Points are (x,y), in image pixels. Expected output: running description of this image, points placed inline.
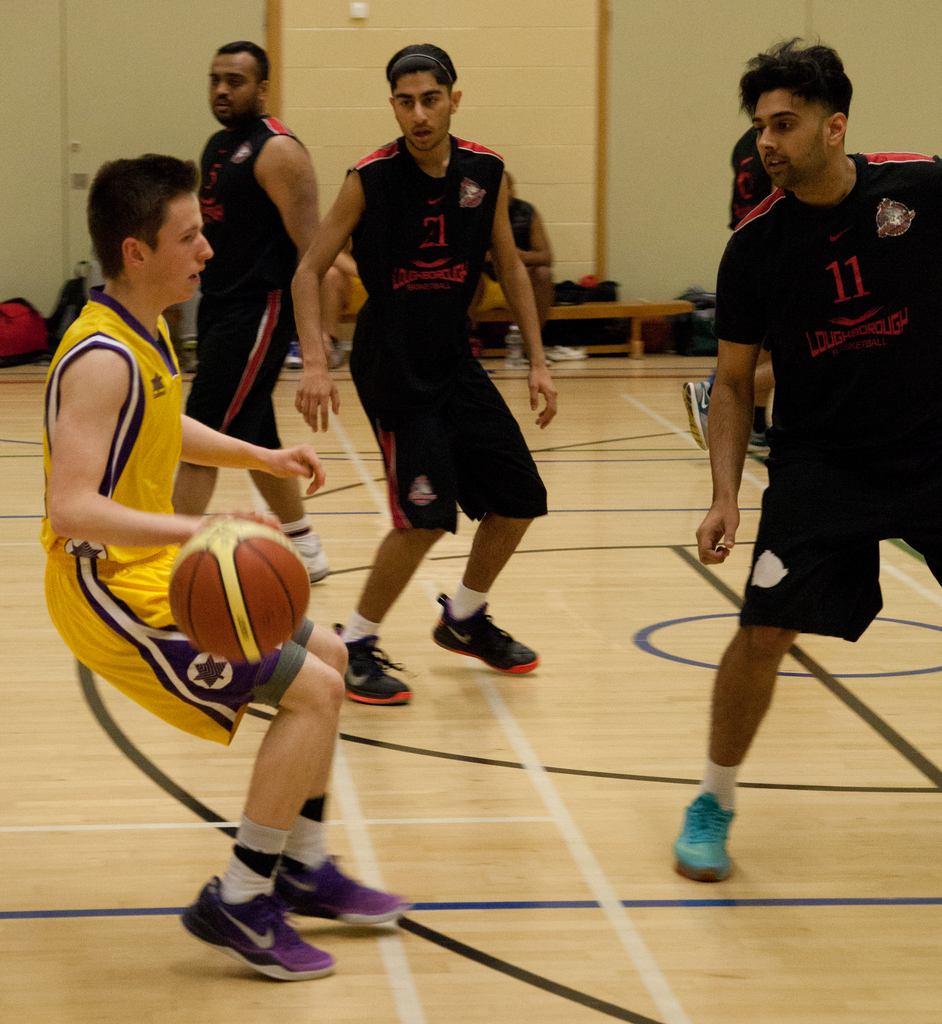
In this picture we can see some people (435,368) are playing. At the top of the image (282,65) we can see the wall (580,93), bags (676,321), board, bottle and some people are sitting on the bench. In the foreground of the image (91,858) we can see the floor (838,847), ball (268,582).
